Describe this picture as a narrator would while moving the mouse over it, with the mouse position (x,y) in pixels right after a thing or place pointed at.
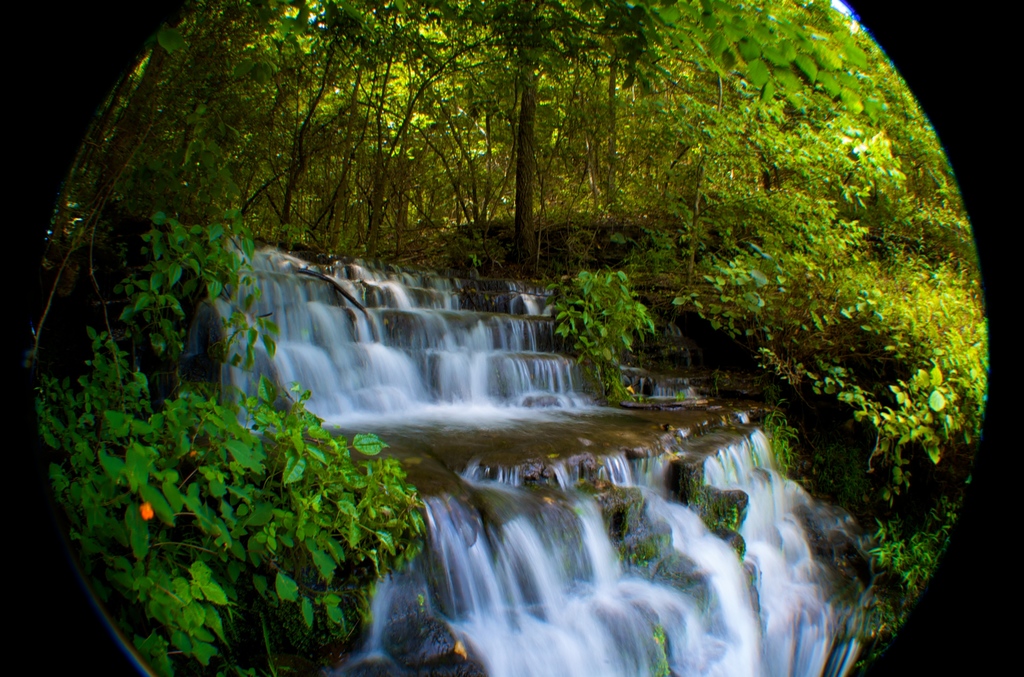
This picture seems to be an edited image with the borders (47,511) and in the center (395,356) we can see the running water (543,434) and we can see the plants (663,266), trees (340,233) and some rocks (693,444) and some other objects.
